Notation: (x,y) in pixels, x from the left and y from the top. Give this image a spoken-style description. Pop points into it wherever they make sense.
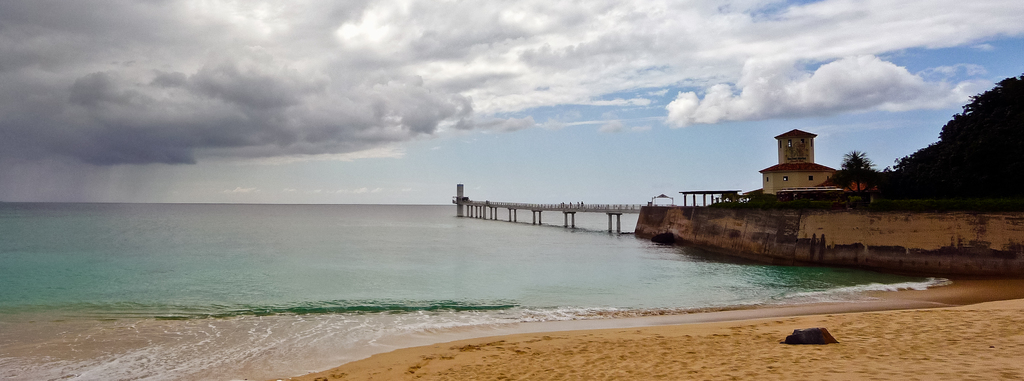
In this image we can see a house (767,178) with roof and windows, trees (919,190), plants (919,203), grass (963,207), bridge (611,227) with pillars (534,212) and a tower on the water (453,267). On the backside (374,145) we can also see some clouds (281,52) in the sky (397,100).
